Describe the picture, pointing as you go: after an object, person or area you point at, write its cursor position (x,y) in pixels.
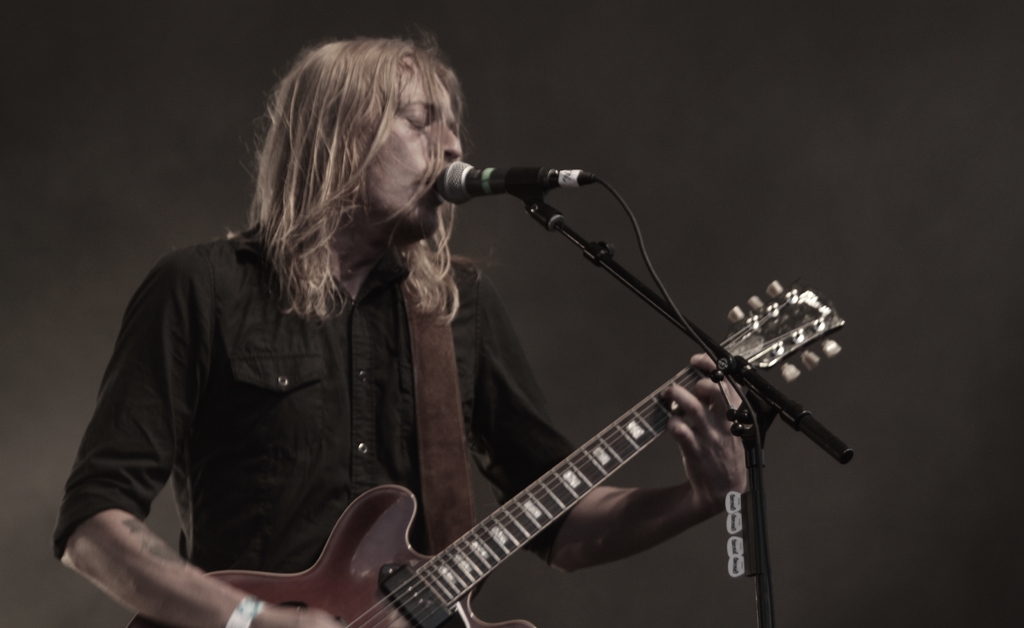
In this picture we can see a man (358,401) holding a guitar (744,332) with his hands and in front of him we can see a mic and in the background (645,118) it is blurry.
